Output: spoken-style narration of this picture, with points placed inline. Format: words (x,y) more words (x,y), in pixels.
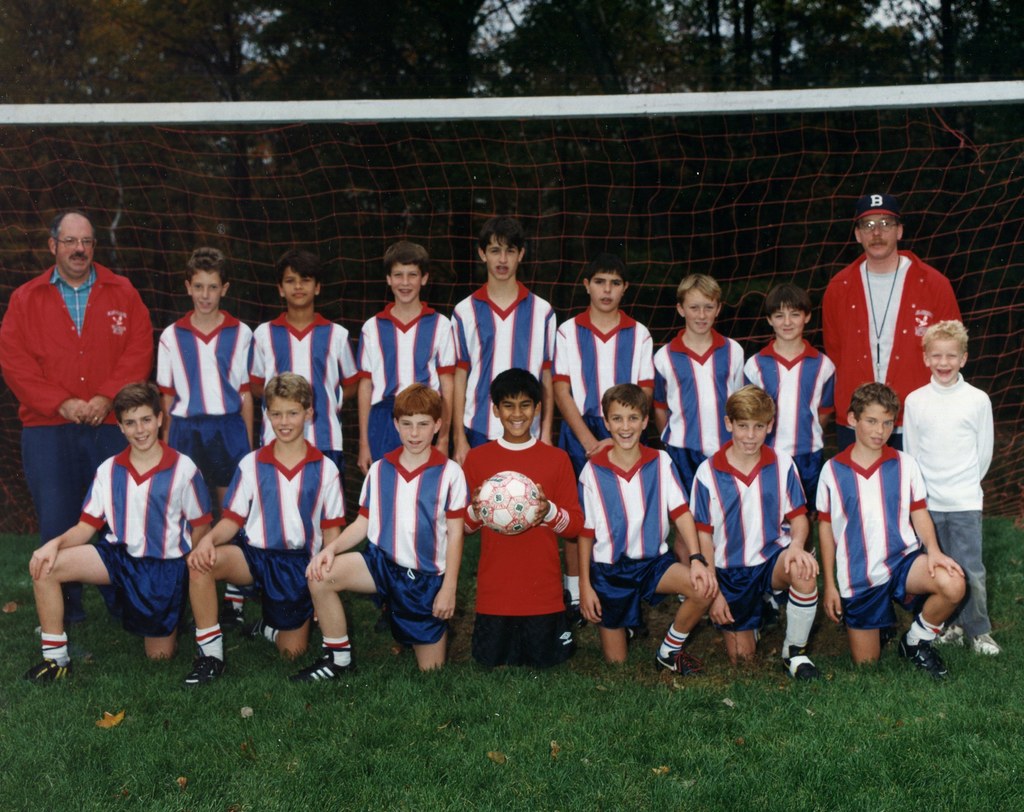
In this picture we can see two men (57,481) wore spectacles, red color jacket (854,300) and in between them we have boys (596,393) some are standing and some are sitting on knees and in middle (497,461) boy (484,524) is holding ball (517,499) in his hand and in the background (468,202) we can see trees (817,56), net (643,133).
